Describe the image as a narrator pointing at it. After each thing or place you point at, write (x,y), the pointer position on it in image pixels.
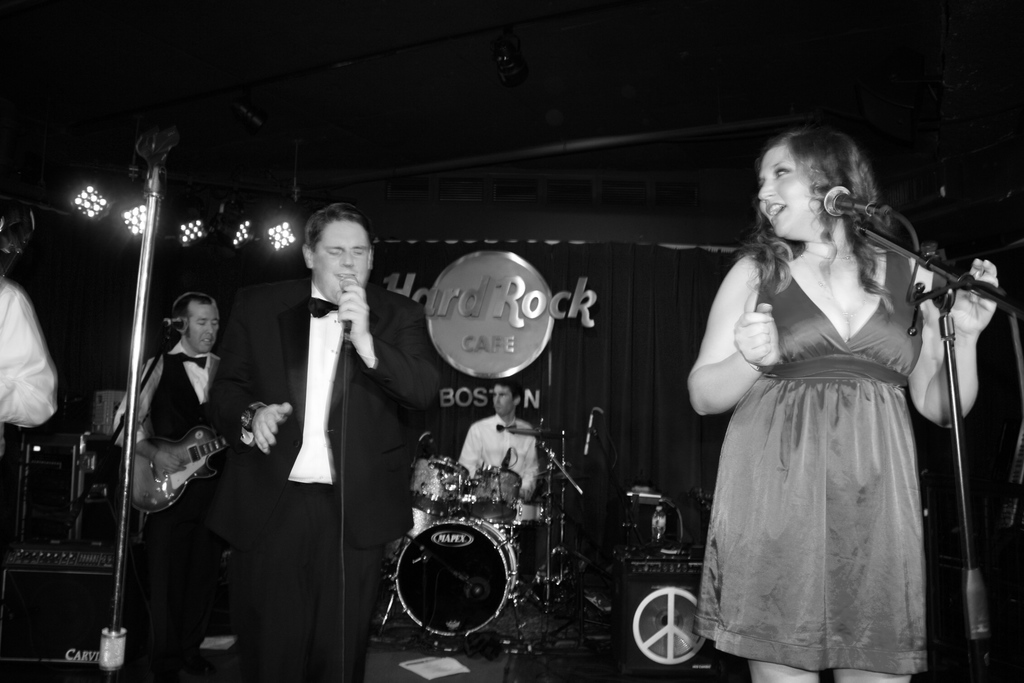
In this picture we can see two men (363,361) and one woman (874,413) standing on stage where one is playing guitar (163,474) and here man (508,415) playing drums (492,511) and this man (302,360) and woman (738,326) are singing on mic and in background (477,188) we can see wall (615,279) with logo (402,290), lights (244,221).
